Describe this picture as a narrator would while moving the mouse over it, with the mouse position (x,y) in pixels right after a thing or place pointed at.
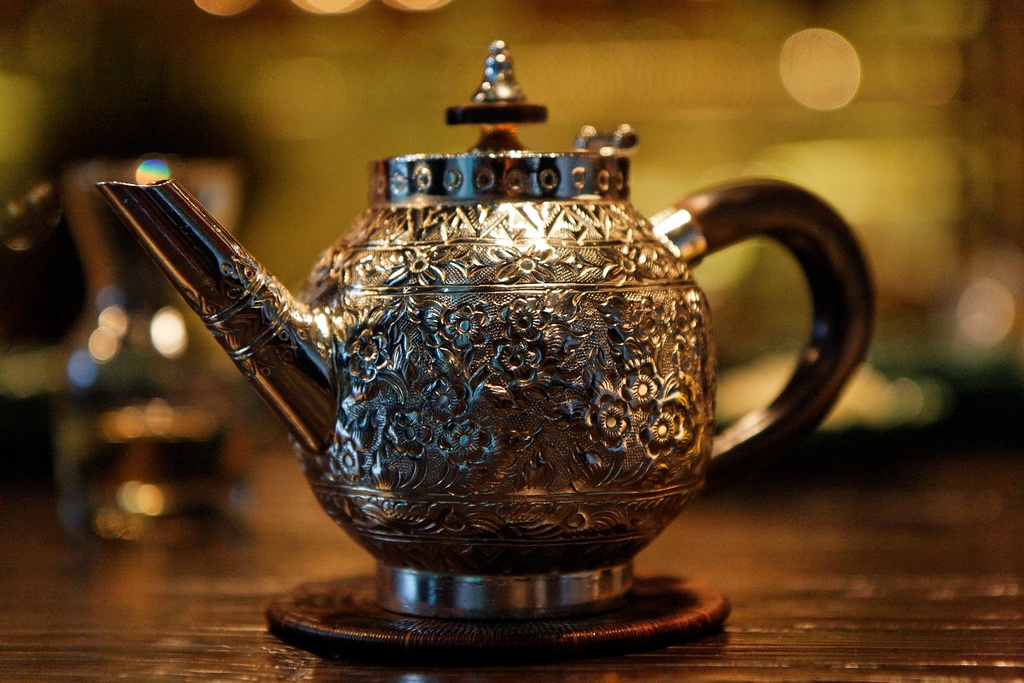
Here we can see a kettle (440,254) on a platform (44,547) and there is a blur background (931,140).
